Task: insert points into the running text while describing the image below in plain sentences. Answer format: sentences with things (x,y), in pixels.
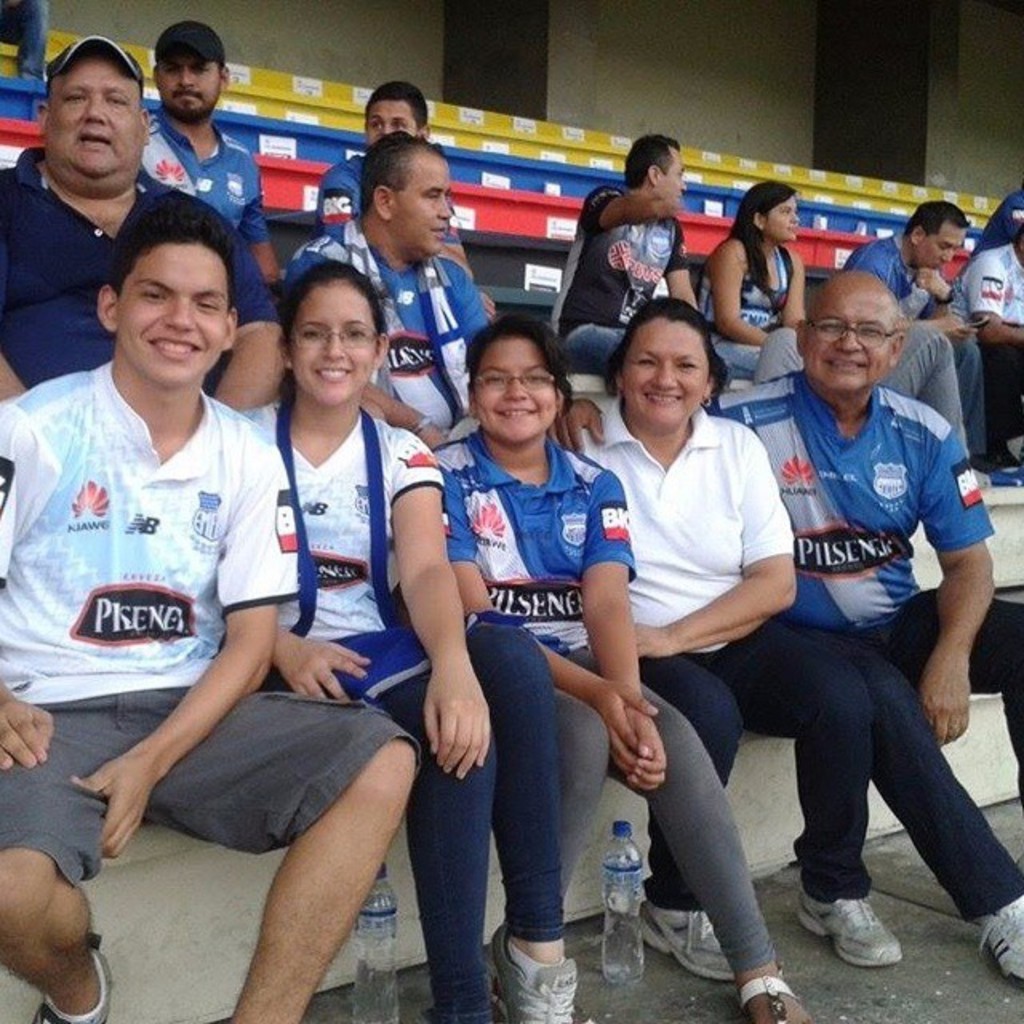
This image consists of many persons (704,677) sitting. It looks like a stadium (946,1002). They are wearing jerseys (325,604). At the bottom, there are bottles (369,933) kept on the floor (612,1006). In the background (963,20), there are walls (842,22).
